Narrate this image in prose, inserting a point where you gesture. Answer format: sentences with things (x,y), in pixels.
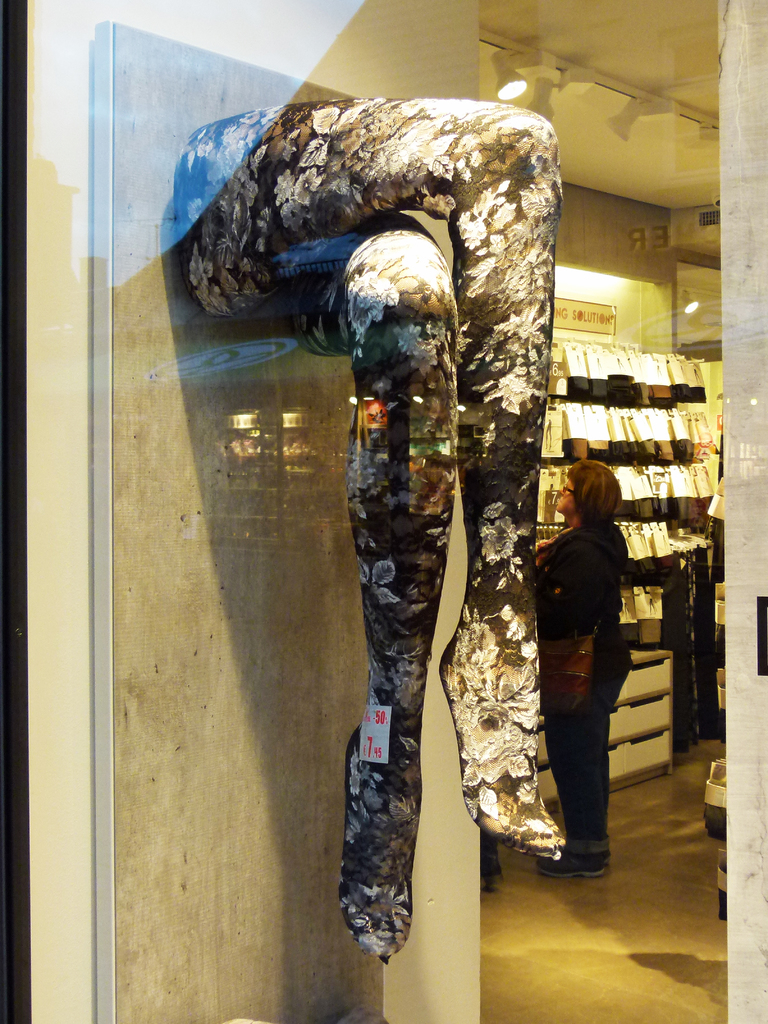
This picture is clicked inside. On the left (239,161) we can see the sculpture (328,229) of the legs (415,539) of a person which is attached to the wall (249,730) and we can see a person (565,597) standing on the ground (596,900) and there are some objects (655,428) hanging on the wall (668,272). At the top (607,100) there is a roof (628,27) and the lights (499,93).
